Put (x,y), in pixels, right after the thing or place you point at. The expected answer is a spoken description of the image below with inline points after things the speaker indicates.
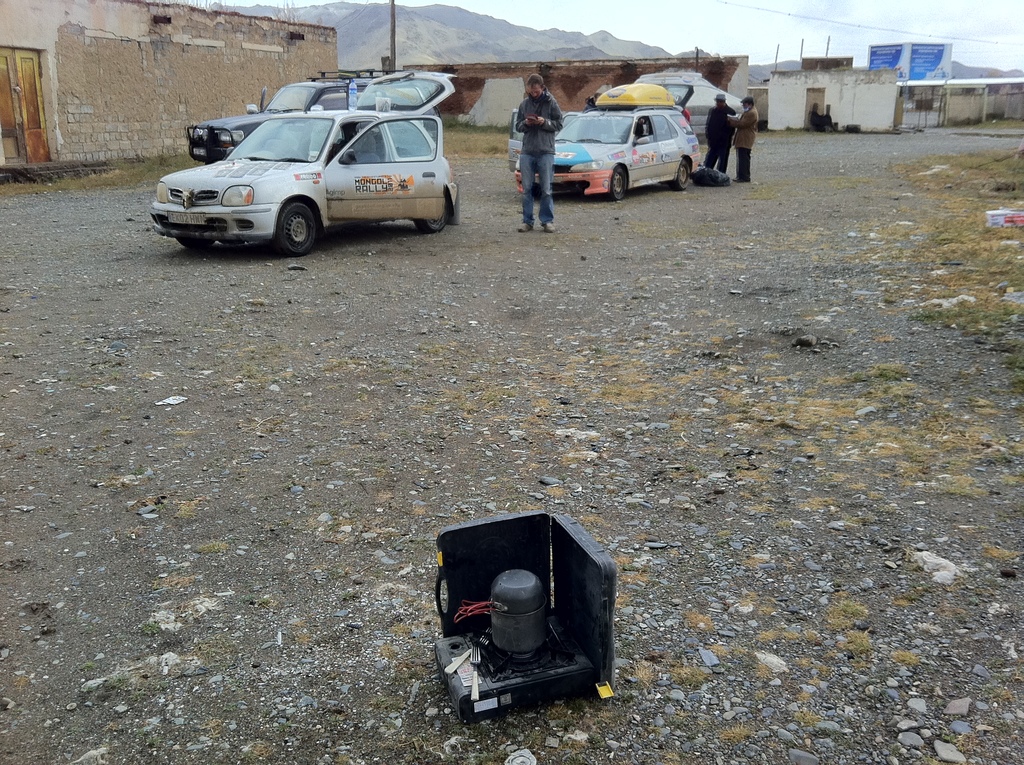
In this image I can see there are three persons (537,164) standing in front of vehicles (268,137), vehicles (651,124) kept on floor (622,434), and there is a object (523,638) visible at the bottom (463,622) and there is the wall (250,34), houses (232,34), hill (624,47) and the sky (795,26) visible at the top (812,12).
